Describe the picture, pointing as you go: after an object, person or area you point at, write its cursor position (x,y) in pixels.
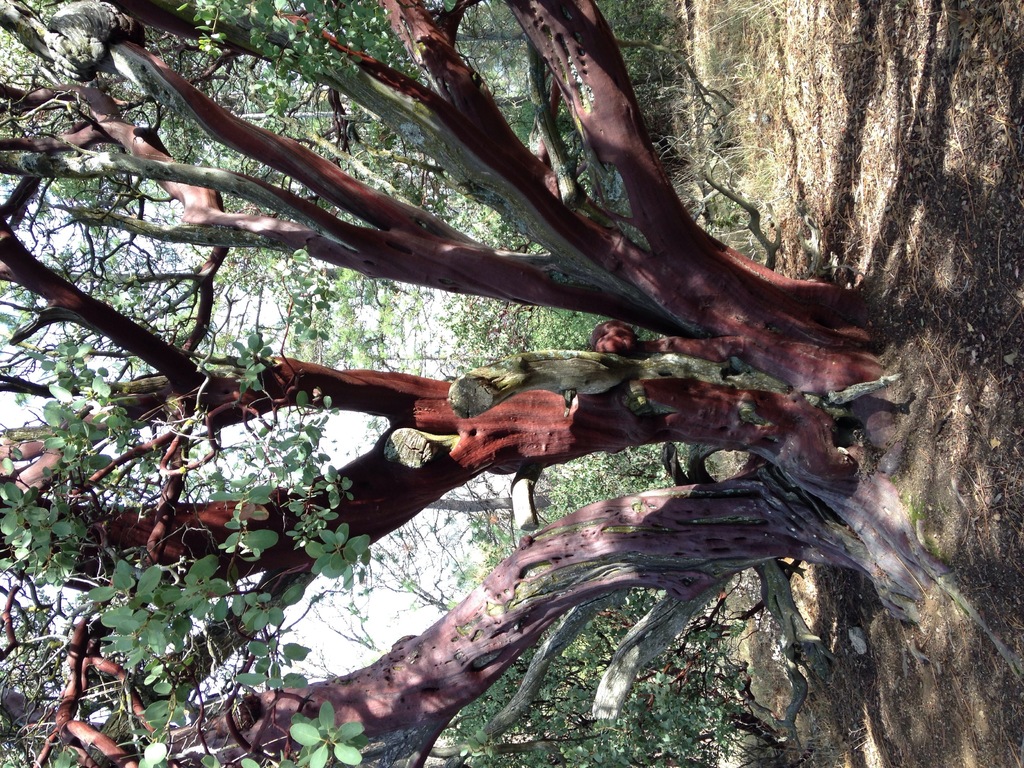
In this picture we can see few trees (582,549) and grass (744,109).
